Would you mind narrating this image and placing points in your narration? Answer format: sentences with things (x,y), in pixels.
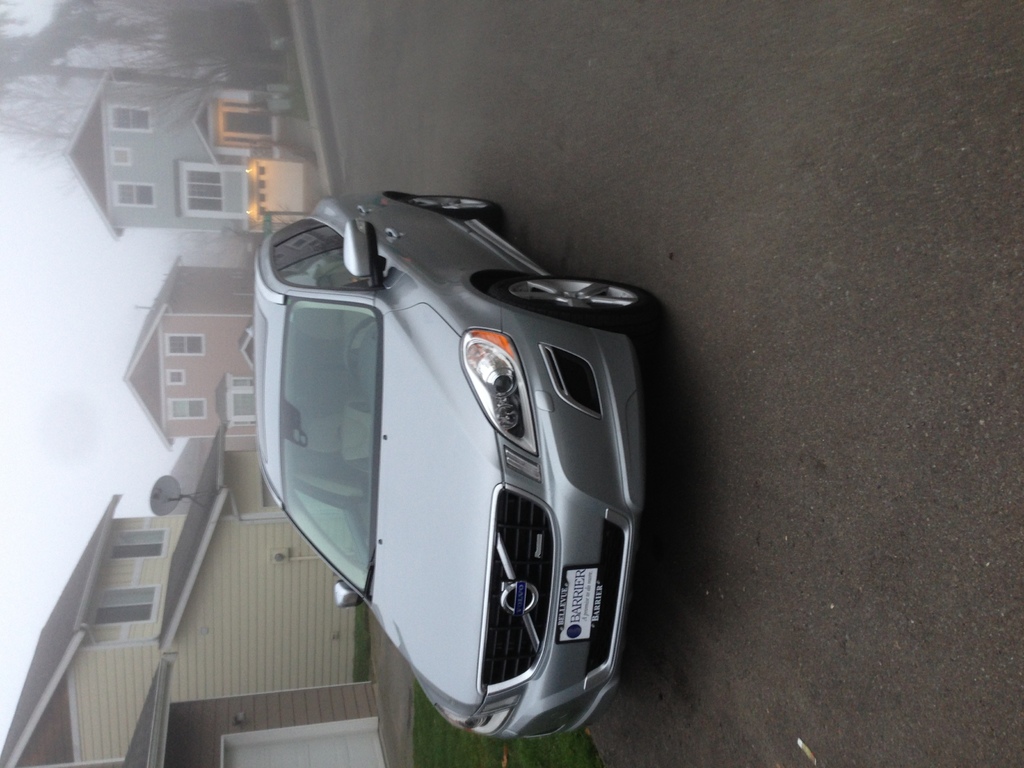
In this image there is a car (587,534) on the road (709,523), and in the background (269,600) there is grass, buildings (234,451), antenna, lights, trees (85,89), sky (16,247).
